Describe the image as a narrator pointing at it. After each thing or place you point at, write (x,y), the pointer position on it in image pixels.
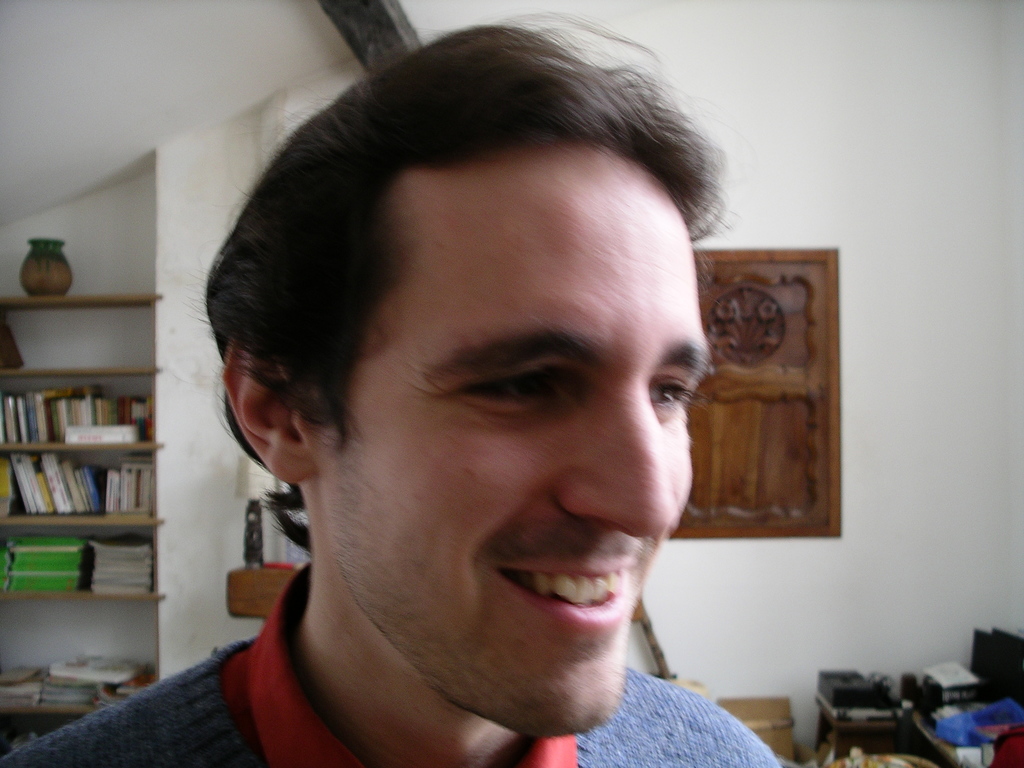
In the foreground of the picture (392,394) there is a person (595,368). On the left (91,497) there are books (66,489) and pot (48,290) in bookshelves (82,485). On the right (896,712) there are boxes (786,718) and other objects (888,693). In the background (827,128) it is wall (336,89).
